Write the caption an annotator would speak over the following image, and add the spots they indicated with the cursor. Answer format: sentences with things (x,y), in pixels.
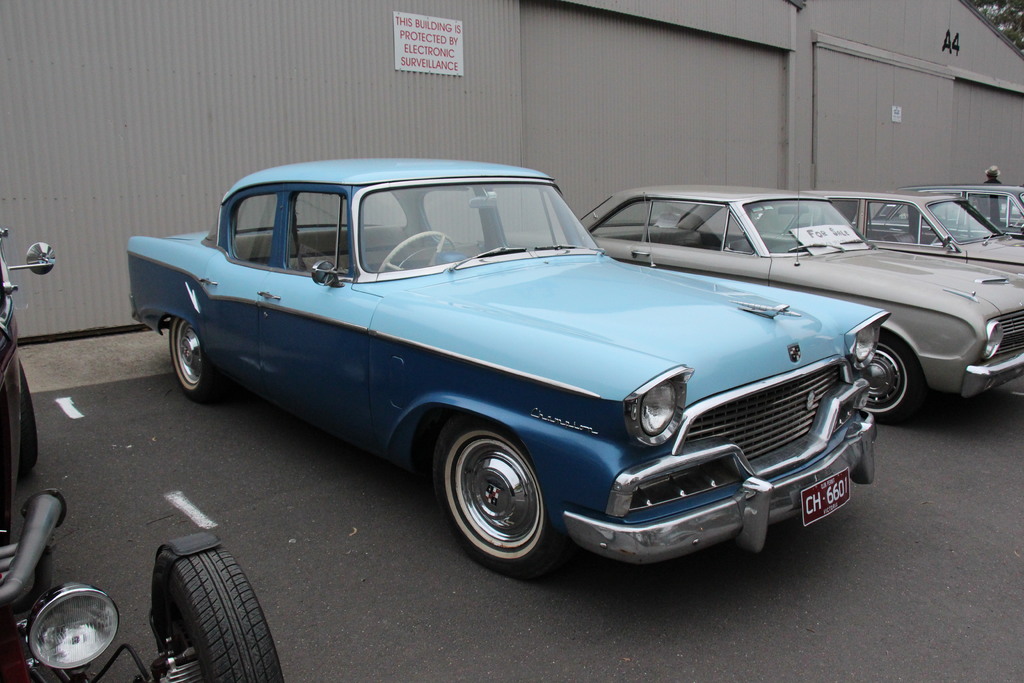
In this picture I can see vehicles (753,354) on the road (943,511), and in the background (451,119) there are boards (442,54) on the shed (681,20).
